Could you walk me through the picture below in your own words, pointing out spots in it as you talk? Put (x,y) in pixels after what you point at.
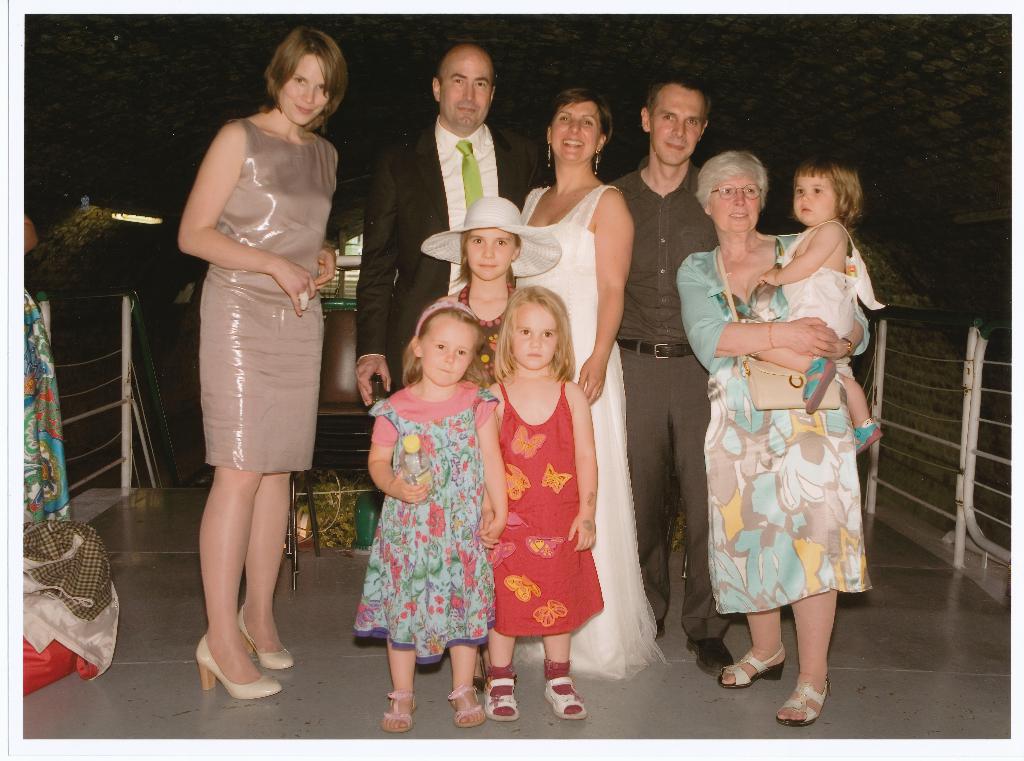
As we can see in the image there are group of people (316,276) standing in the front (755,185). There is a chair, cloths (53,528), lights (115,213) and the background (155,233) is dark.
